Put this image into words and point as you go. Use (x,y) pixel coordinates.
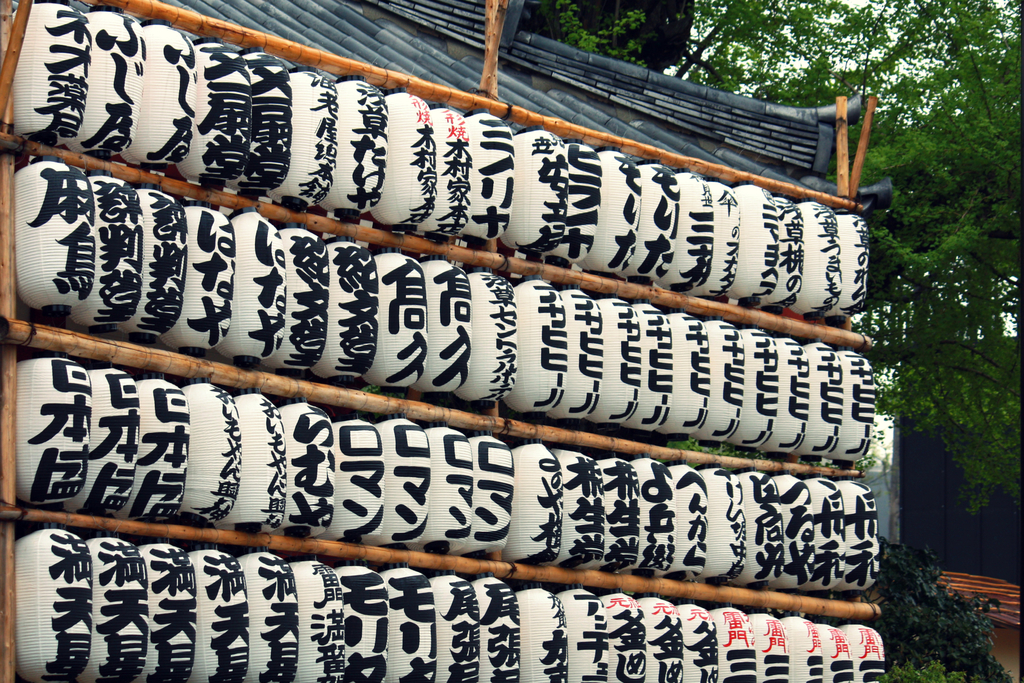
In this image, I can see the Japanese text (163,419) on the lanterns (534,208), which are hanging to the wooden sticks (577,277). At the top of the image (426,29), I can see the roof (650,89). On the right side of the image (954,511), It looks like a house (953,511) and there are trees (934,214). In the background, there is the sky (712,54).
